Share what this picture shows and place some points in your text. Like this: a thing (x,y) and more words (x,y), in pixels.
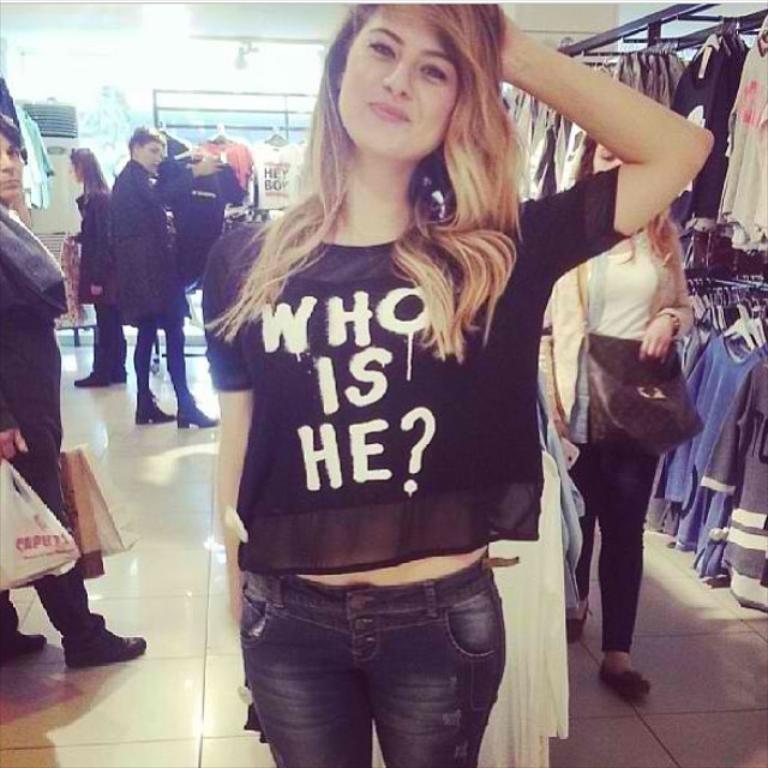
In this picture we can observe a woman (364,509) standing on the floor (214,543). She is wearing black color T shirt (353,379) and smiling. Behind her there are some people (4,402) standing. We can observe men (128,287) and women (665,313). On the right side (573,555) there are some clothes (708,107) hanged to the hanger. In the background (206,256) there are some clothes (285,173).
